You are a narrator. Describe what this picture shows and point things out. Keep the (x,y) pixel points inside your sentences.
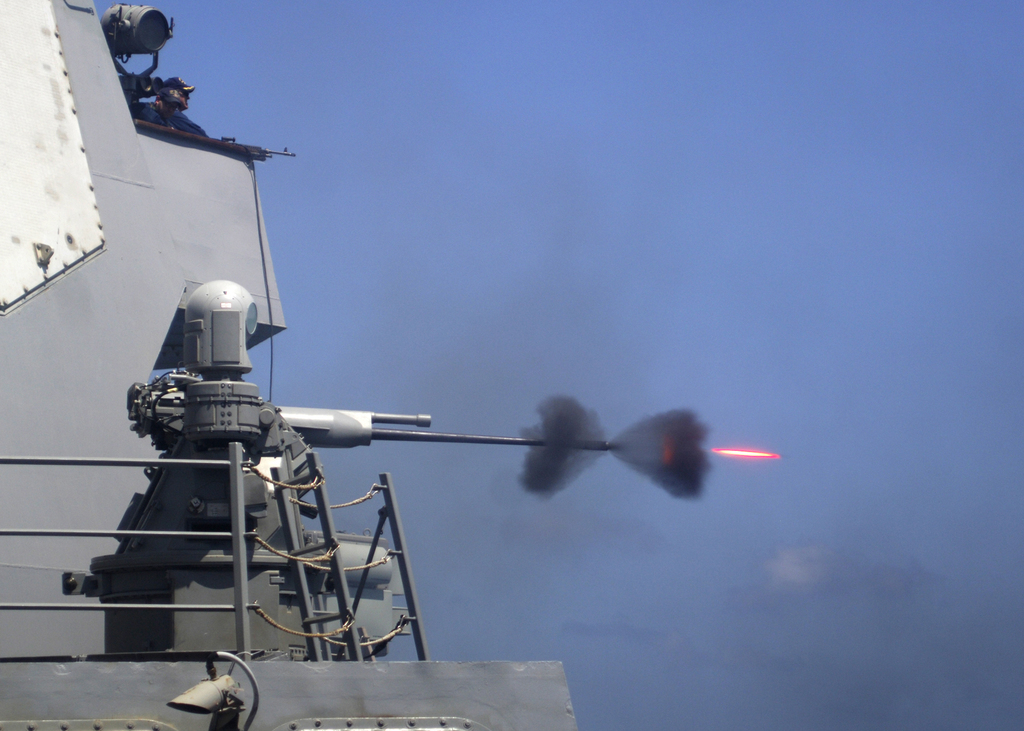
In this image we can see sky (511,145), ship (149,224), person (142,113), cc camera (242,344), grills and a gun (305,450).
